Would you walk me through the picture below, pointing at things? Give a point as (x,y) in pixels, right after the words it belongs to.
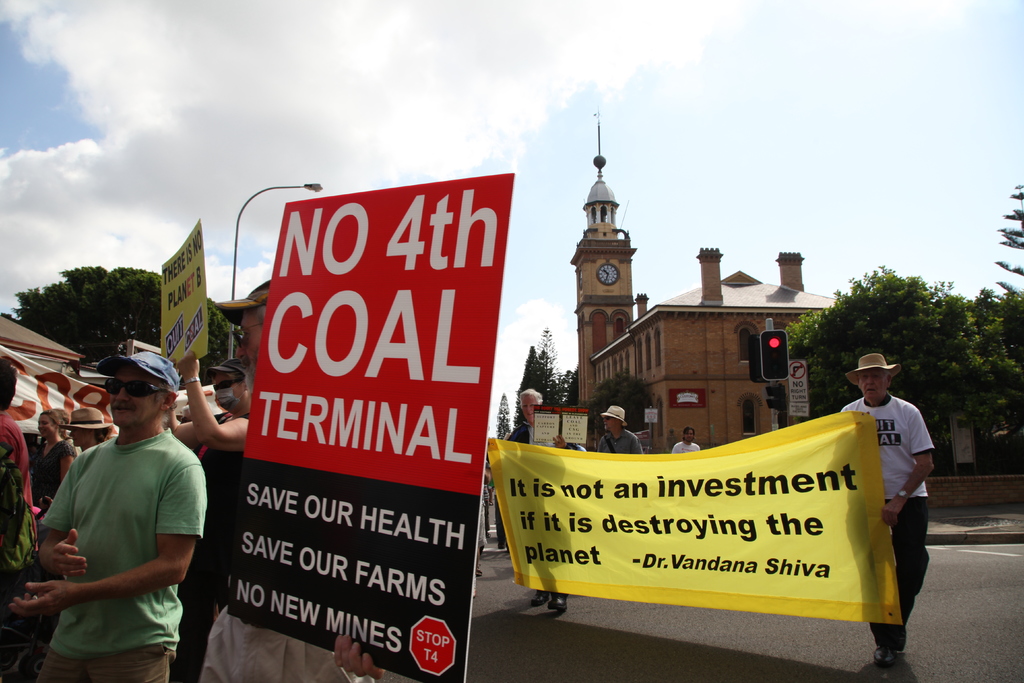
In the front of the image (83,542) I can see people (903,467). Among them few people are holding boards (331,459) and few people (916,457) are holding banners (559,455). In the background of the image (798,387) there are sign boards (795,402), signal lights (782,367), light pole (291,188), trees (915,376), building (730,365), clock tower (609,283) and cloudy sky (642,49).
